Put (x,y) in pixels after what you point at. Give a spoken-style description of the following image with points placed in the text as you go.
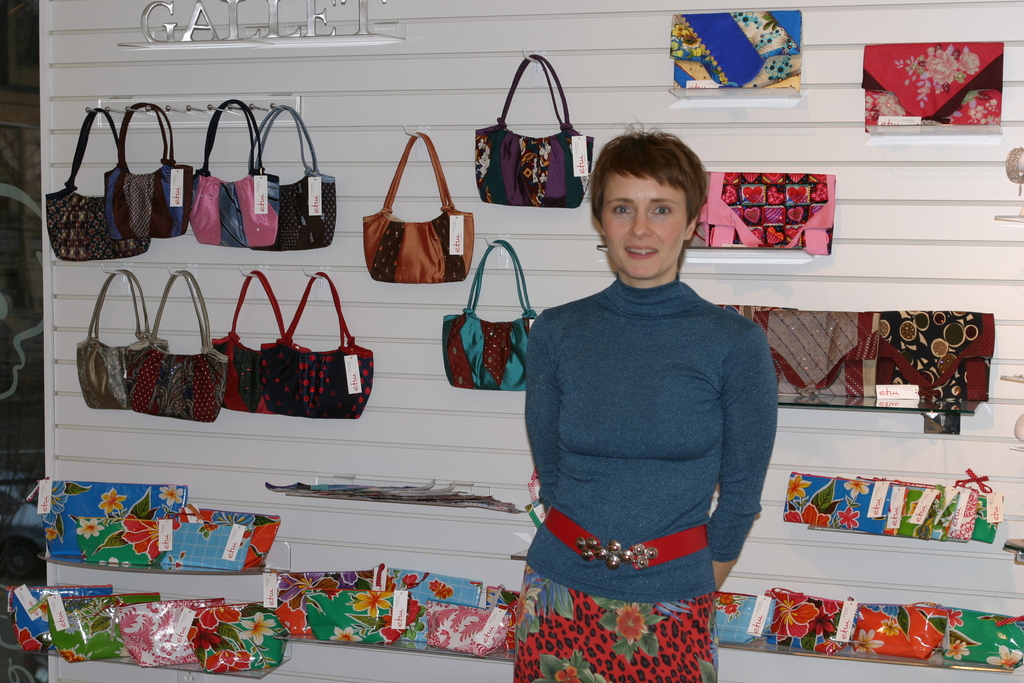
A lady (636,482) wearing a blue and red dress (628,568) also a belt (644,547) is standing and smiling. Behind her there is a wall (376,49). On the wall (470,54) there are many bags (513,176) are hanged. Also there are pouches (883,345) kept on the wall (231,593).
